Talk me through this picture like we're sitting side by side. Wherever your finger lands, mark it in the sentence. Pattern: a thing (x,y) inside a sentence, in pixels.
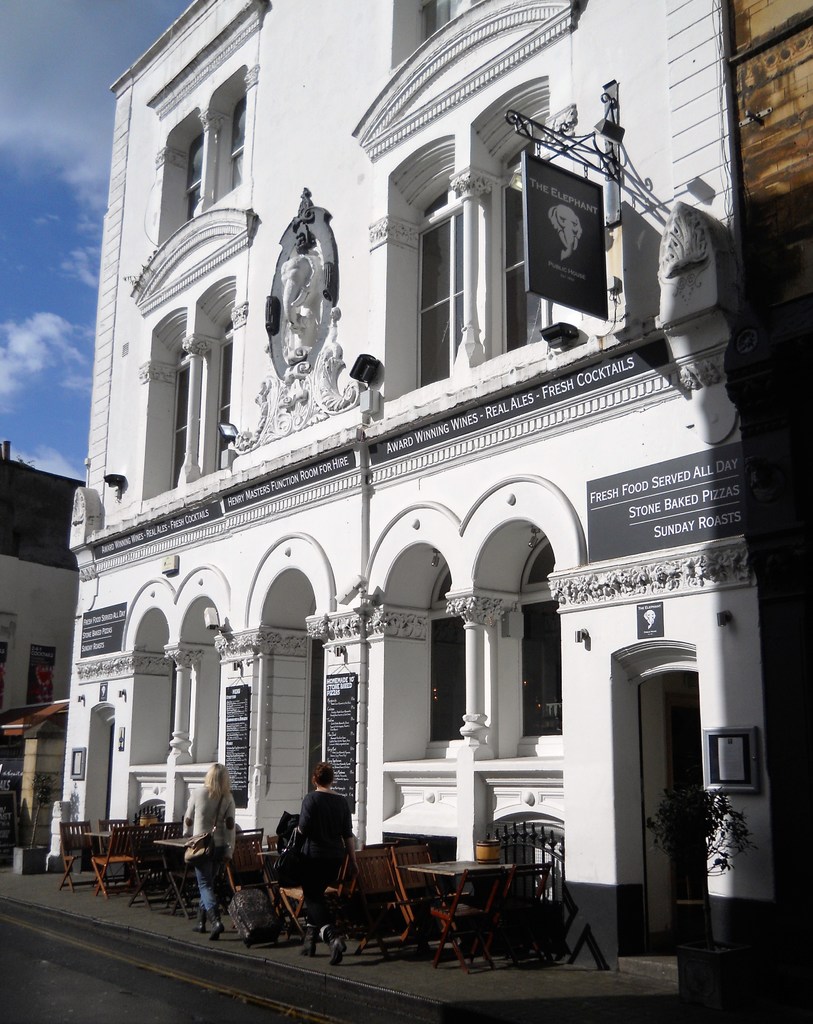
In the image we can see there is a white building (264,618) and people (311,852) are walking on the footpath (411,955).
